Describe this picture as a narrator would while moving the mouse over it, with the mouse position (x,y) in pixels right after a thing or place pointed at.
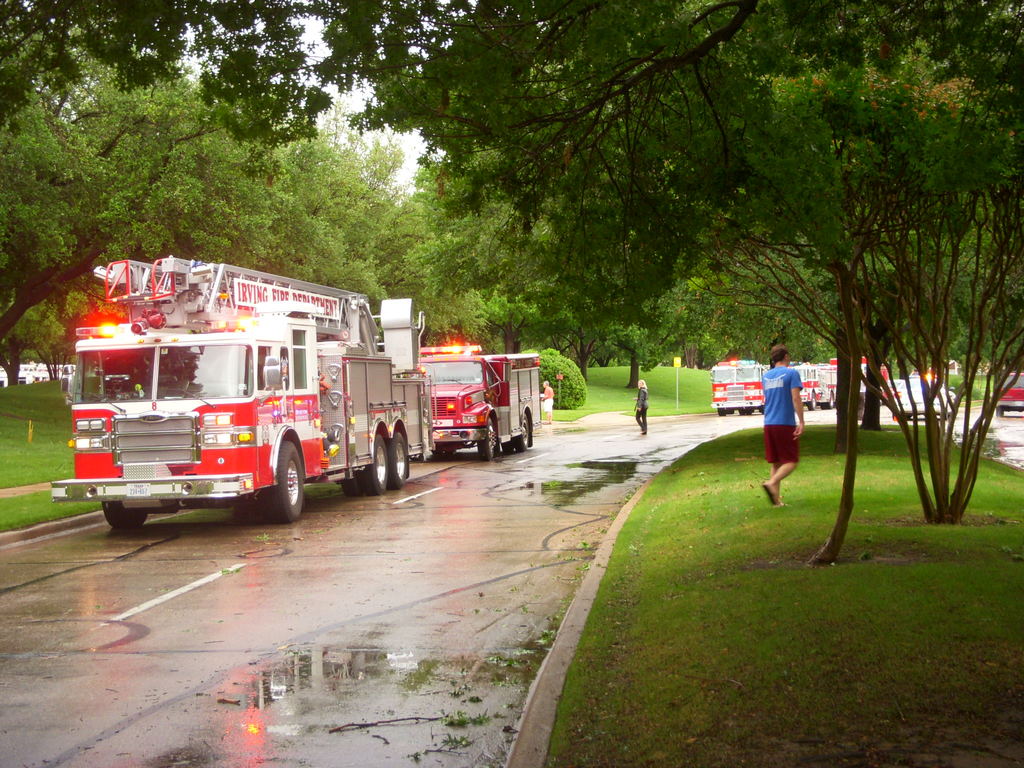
In the picture I can see many fire engines (152,434) on the road (349,503), I can see the water (576,468) on the road (618,488), people (775,404) walking here, I can see the grass (594,391) and trees (559,259) in the background (540,312).
